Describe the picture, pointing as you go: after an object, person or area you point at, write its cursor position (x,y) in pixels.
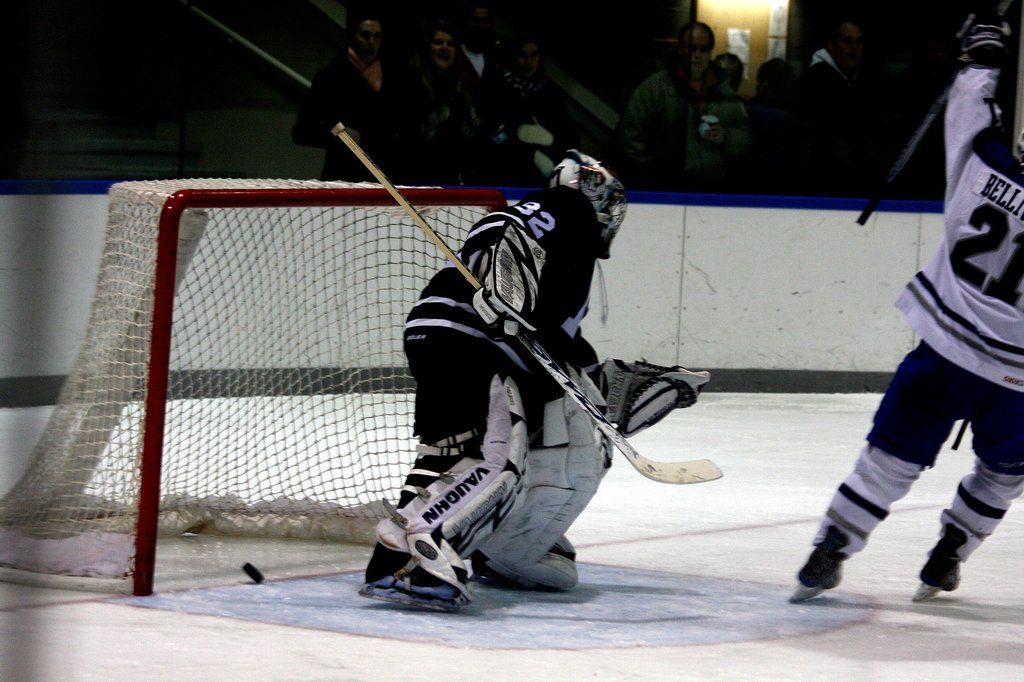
In this image I can see two persons (489,278) are standing, I can see both of them are wearing sports jersey (558,298), skating shoes (417,591) and both of them are holding sticks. I can also see something is written on their dresses (563,331). In the background (135,234) I can see a goal post (185,271) and few more people (305,113) over there.
